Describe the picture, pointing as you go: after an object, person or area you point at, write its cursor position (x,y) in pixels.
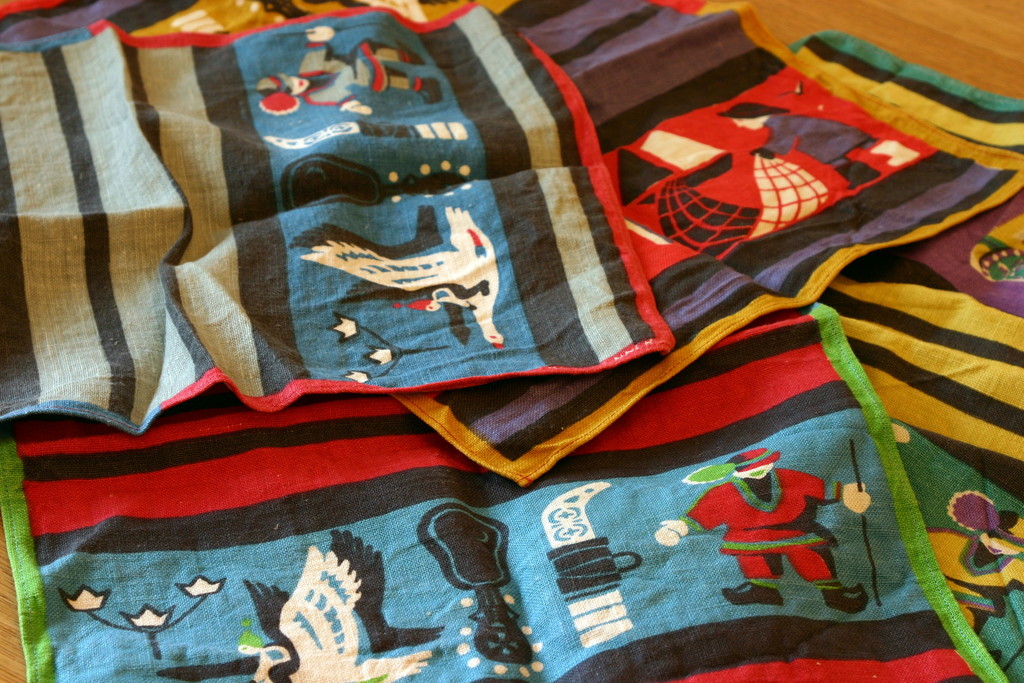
In this image we can see kerchiefs (573,345) with designs (365,251). And these are on a wooden surface (896,41).
